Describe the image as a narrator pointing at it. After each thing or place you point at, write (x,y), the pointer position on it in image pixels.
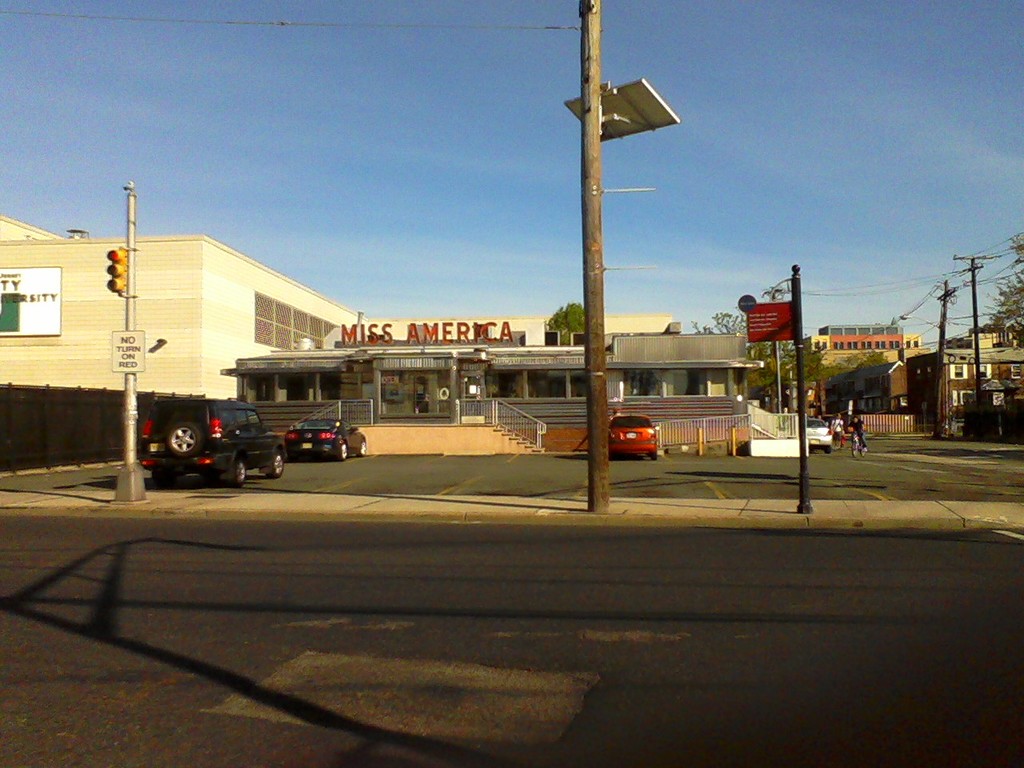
In this image we can see boards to the poles (131,298), stairs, building (655,391), name boards (51,294), people (841,431) walking here, fence (878,429), current poles (939,385), wires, trees (571,321) and the blue color sky (383,102) in the background (441,102).
